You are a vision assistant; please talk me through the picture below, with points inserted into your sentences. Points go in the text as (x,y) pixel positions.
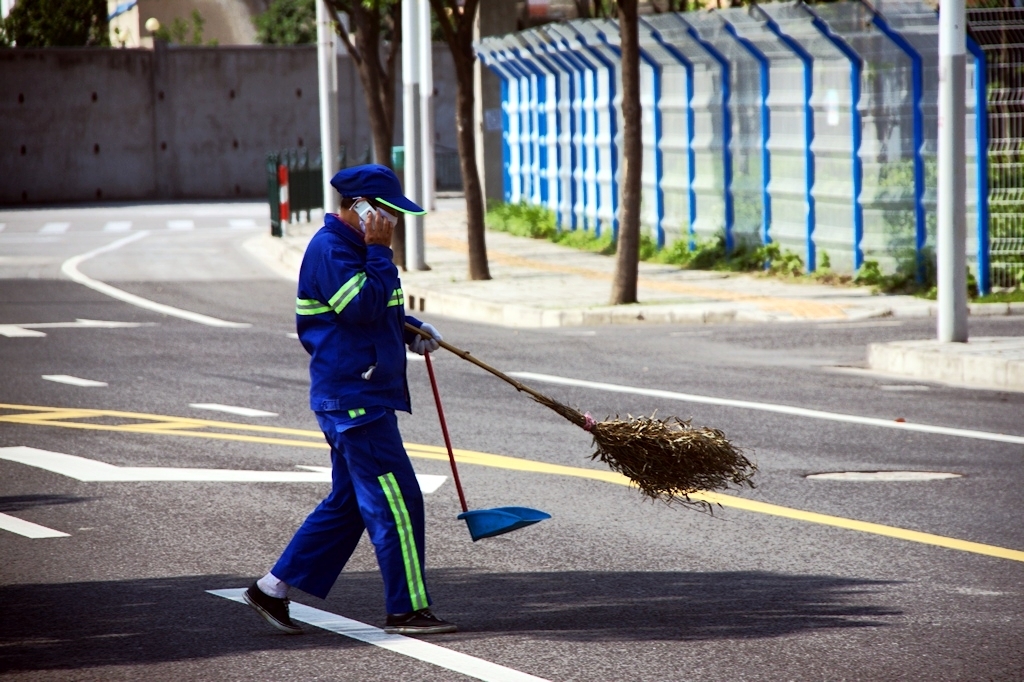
Here we can see a man (375,173) holding a broomstick (461,350) with his hand (415,347) and he is talking on the mobile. This is a road (244,471). In the background (531,56) we can see a wall (295,132), fence (592,28), plants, and trees (56,41).
